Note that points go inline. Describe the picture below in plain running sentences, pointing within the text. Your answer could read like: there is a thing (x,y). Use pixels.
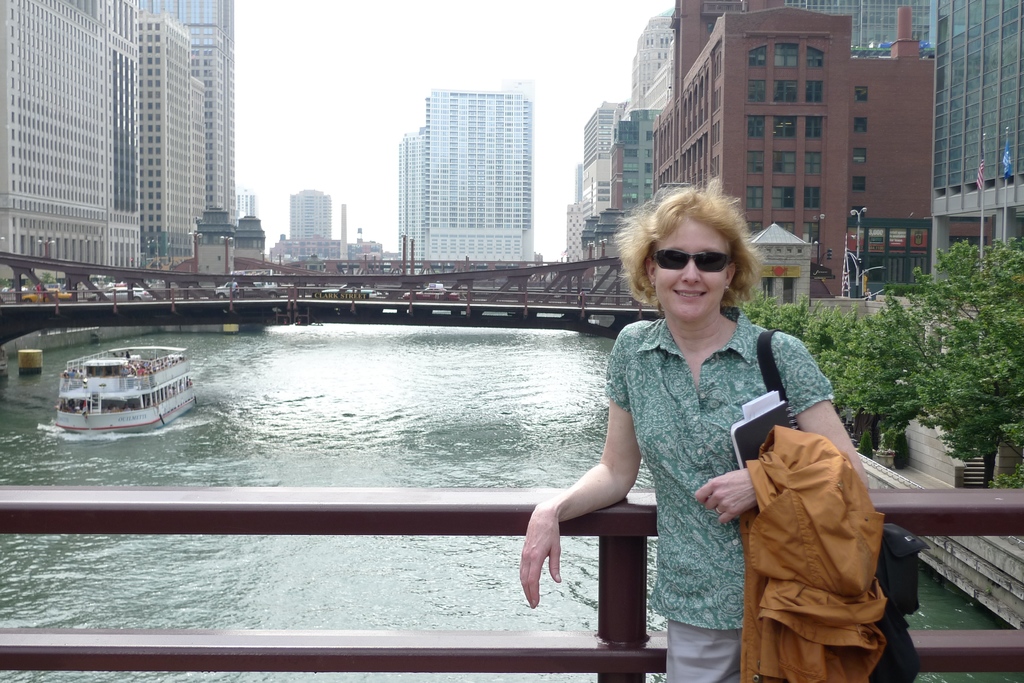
In this picture there is a woman (623,260) who is wearing goggle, shirt (666,434) and trouser (700,642). She is holding a bag (888,560), book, jacket (787,510) and she is smiling. She is standing near to the railing (531,668). On the left (72,370) I can see many peoples (146,369) were sitting inside the boat (177,397) which is on the water (147,458). In the center (459,303) I can see the trucks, cars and other vehicles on the bridge (195,296). In the background (584,153) I can see the skyscrapers (47,175), buildings (840,214) and towers (517,231). At the top (532,22) there is a sky (532,43). On the right (1003,221) I can see the flags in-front of the building (1012,207). Beside that I can see the trees (875,358).
